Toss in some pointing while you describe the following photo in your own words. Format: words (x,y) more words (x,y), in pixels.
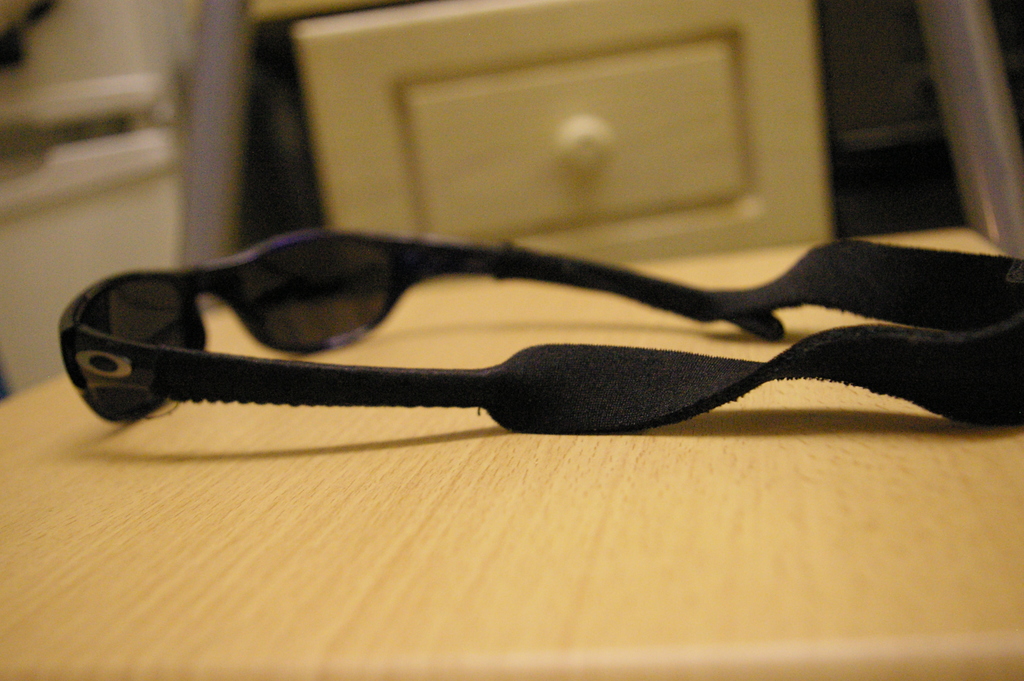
On the table (475,526) we can see black goggles (490,391). In the background (620,167) we can see drawer (690,152). Here we can see washing machine (88,123) near to the wall (75,39).
